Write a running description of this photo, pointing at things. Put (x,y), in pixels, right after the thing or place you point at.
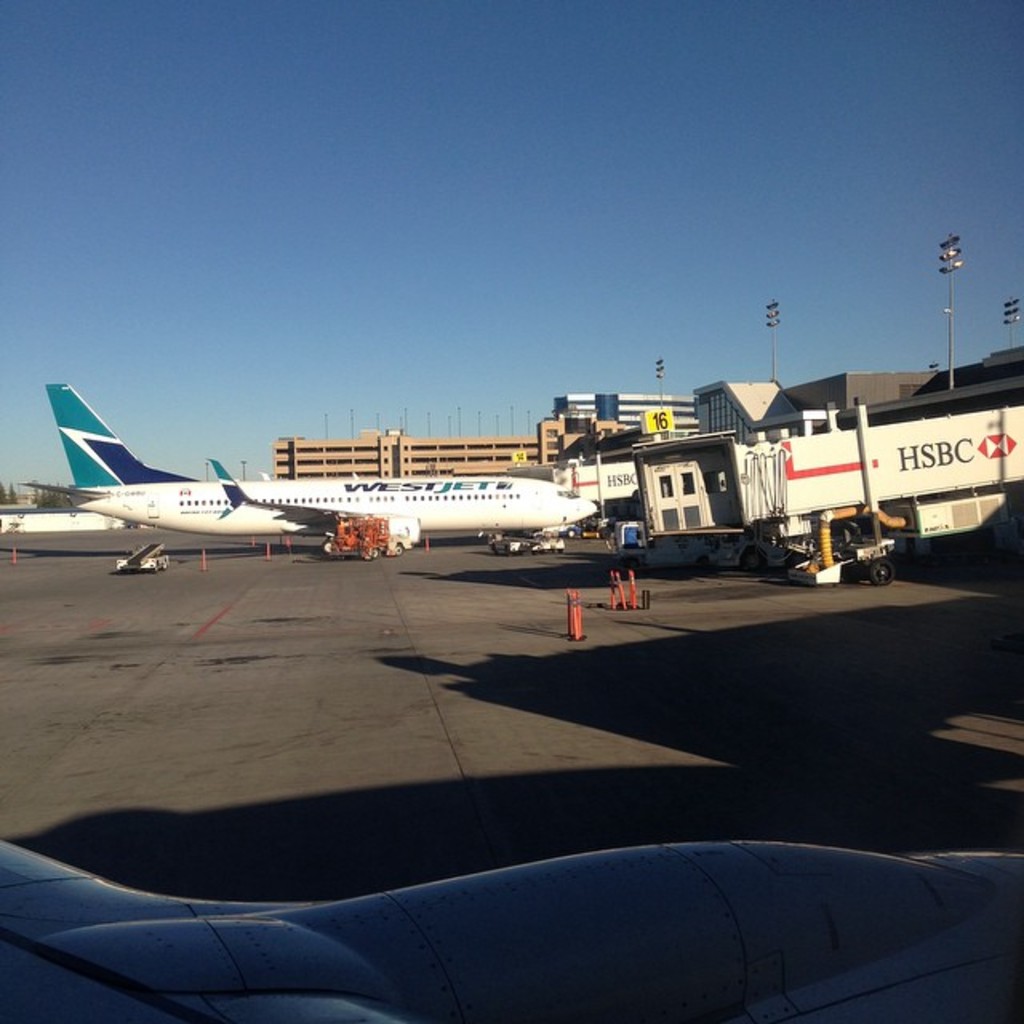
This picture is clicked outside. In the foreground (881,947) there is an object (304,978) seems to be an aircraft (866,962). In the center (363,523) we can see the vehicles (650,548) and some other objects (707,514) placed on the ground (605,559) and there is an airplane (228,489) seems to be parked on the ground (526,552). In the background (373,173) there is a sky (981,263), trees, buildings (877,393) and poles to which the lights (949,250) are attached.
